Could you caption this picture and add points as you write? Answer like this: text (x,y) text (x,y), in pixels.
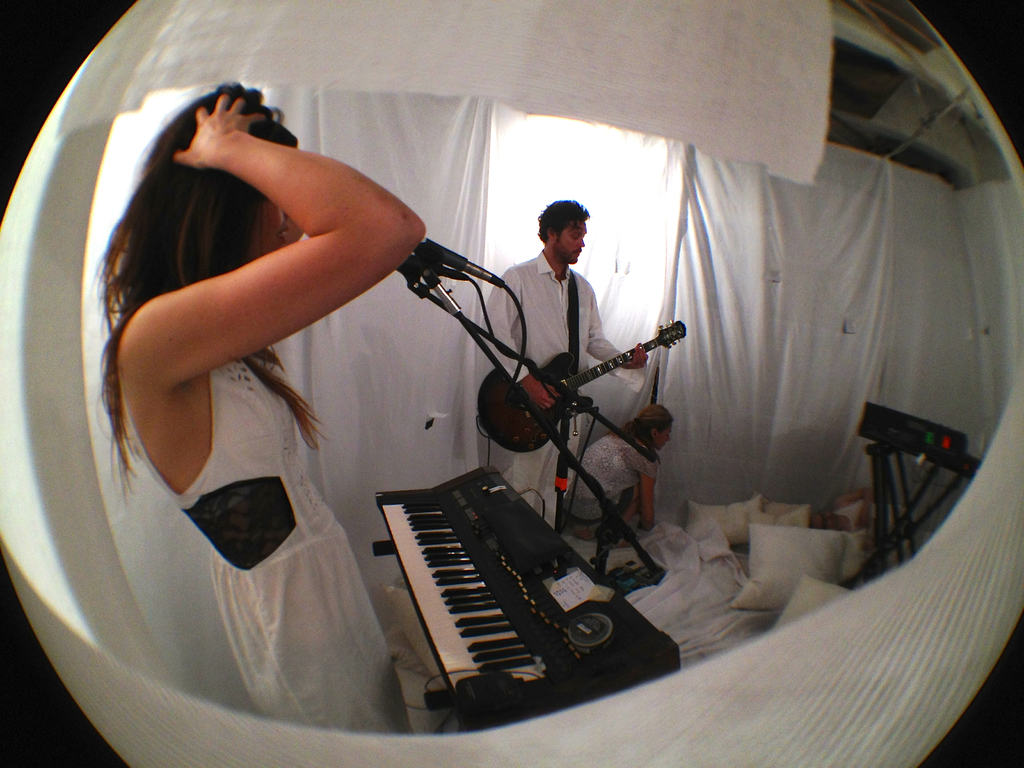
Here we can see a woman (338,528) standing in front of a mike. we can see a man (557,325) standing and playing guitar (536,432). This is a musical instrument (943,451). we can see pillows (756,579) One woman (663,440) here. This is a tent (802,437) in white colour.
